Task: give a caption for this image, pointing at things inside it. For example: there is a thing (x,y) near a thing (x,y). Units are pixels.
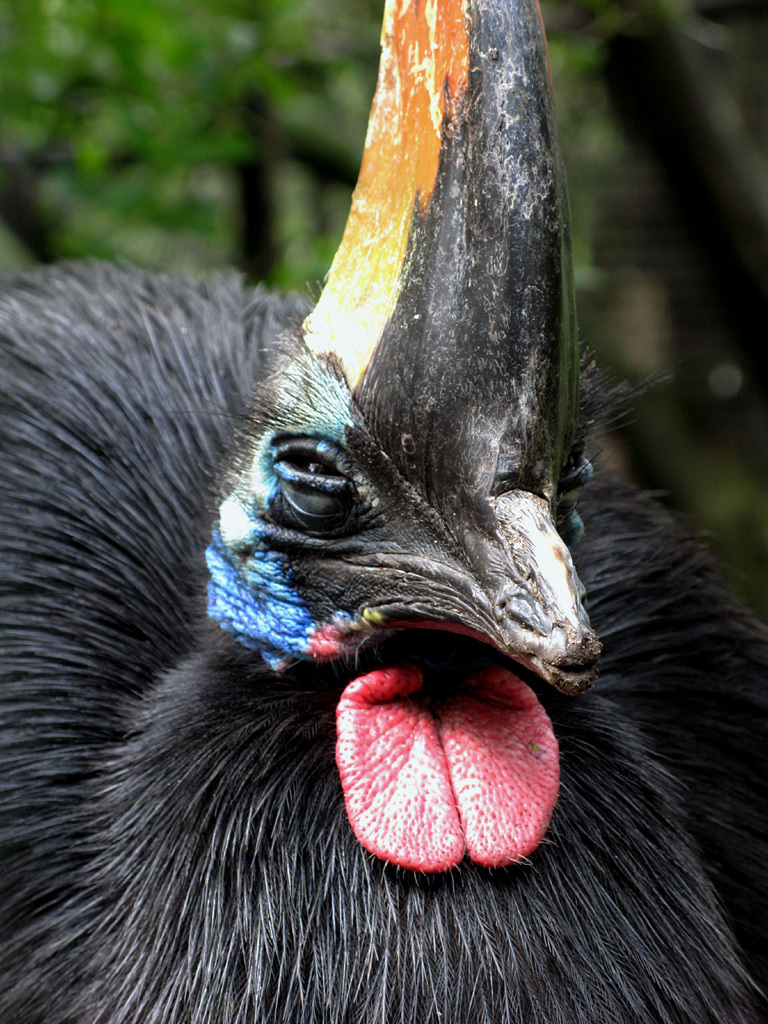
In this image we can see a bird (293,361). In the background (256,101) there are trees (238,121).
